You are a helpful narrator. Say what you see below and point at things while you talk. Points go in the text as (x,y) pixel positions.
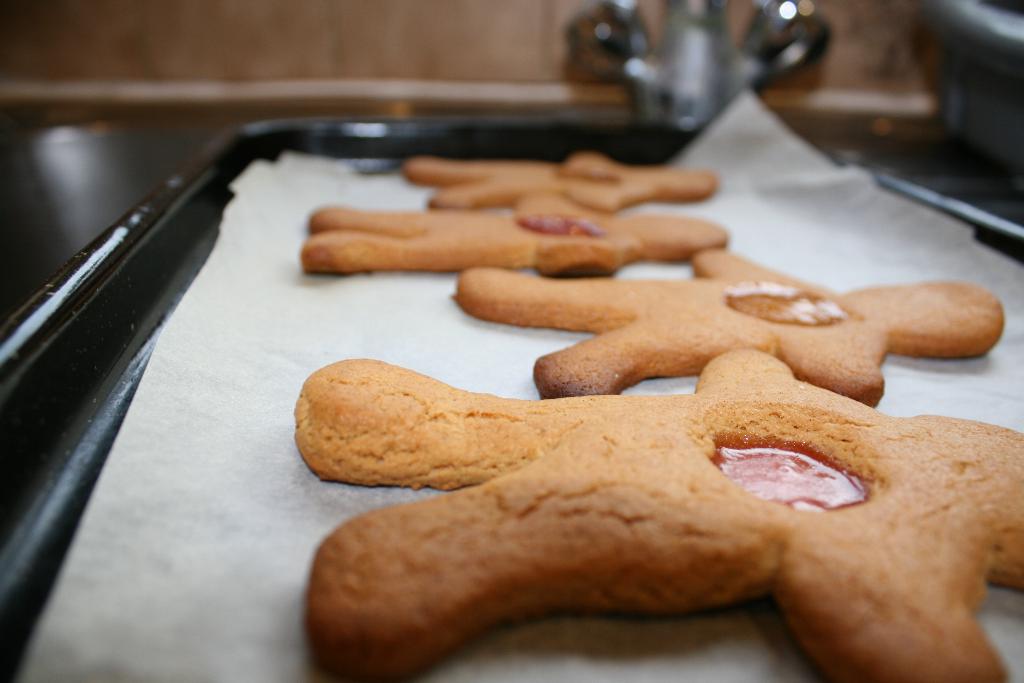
In this image I can see the food (398,428) in the black color tray (79,367). In the background (550,91) I can see something is attached to the brown color surface (233,71).
